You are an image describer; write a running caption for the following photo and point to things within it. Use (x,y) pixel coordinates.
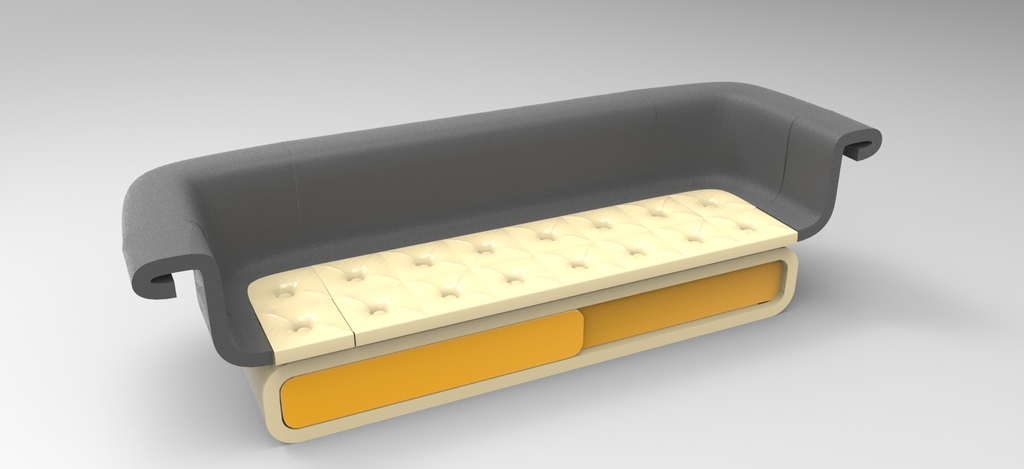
In this picture I can observe sofa (608,320) in the middle of the picture (505,186). This is a graphical image. The background (487,77) is in grey color.
